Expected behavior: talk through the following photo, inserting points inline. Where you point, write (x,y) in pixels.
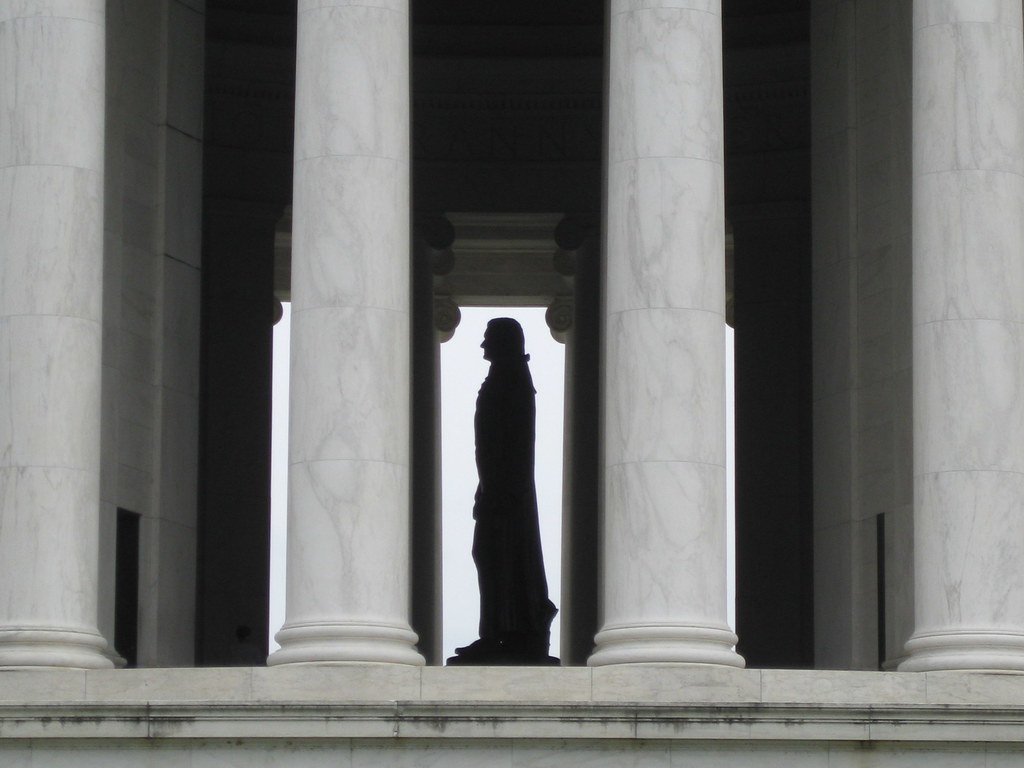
There are four white color pillars (378,371). In the back (515,393) there is a statue (487,440). On the sides there are walls (830,335).
